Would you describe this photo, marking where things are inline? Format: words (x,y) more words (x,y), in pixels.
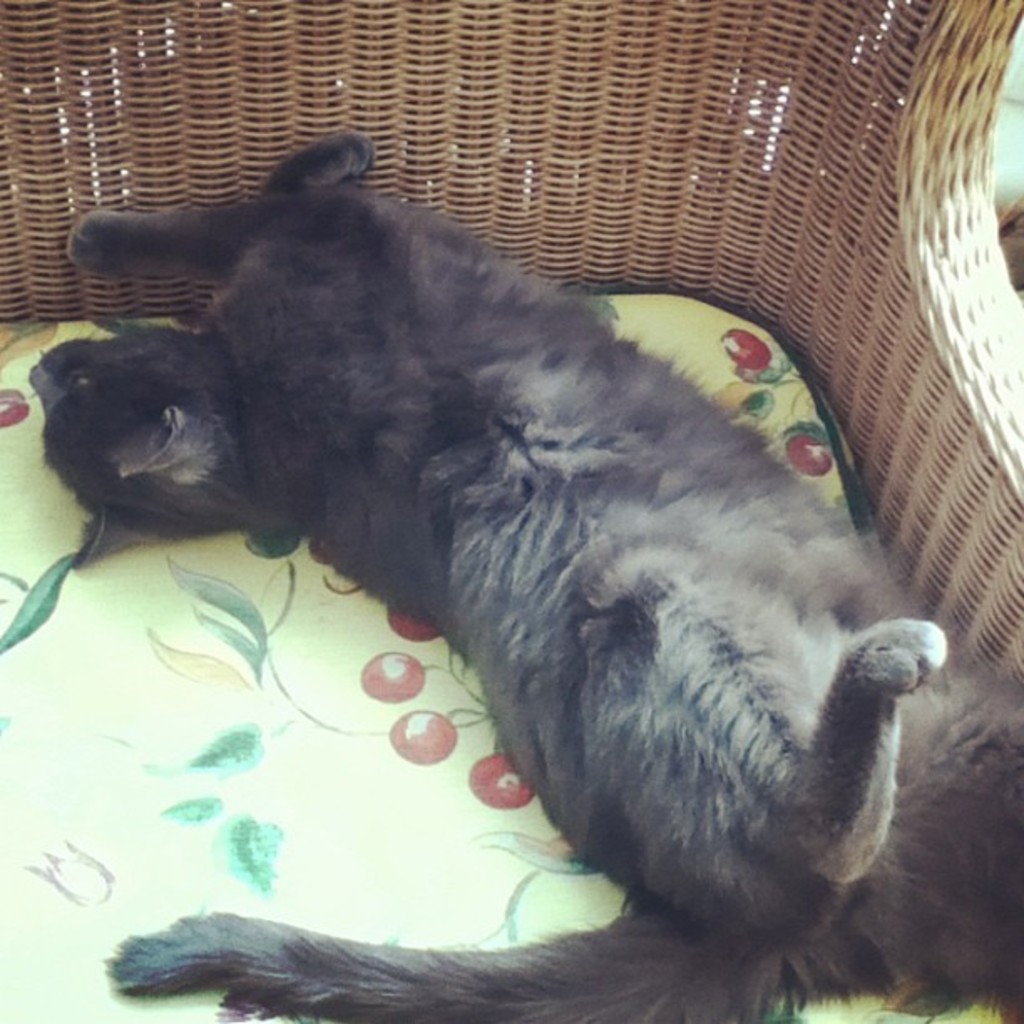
In this image an animal (485,657) is lying on the chair (919,462). Animal (593,551) is in black colour.
